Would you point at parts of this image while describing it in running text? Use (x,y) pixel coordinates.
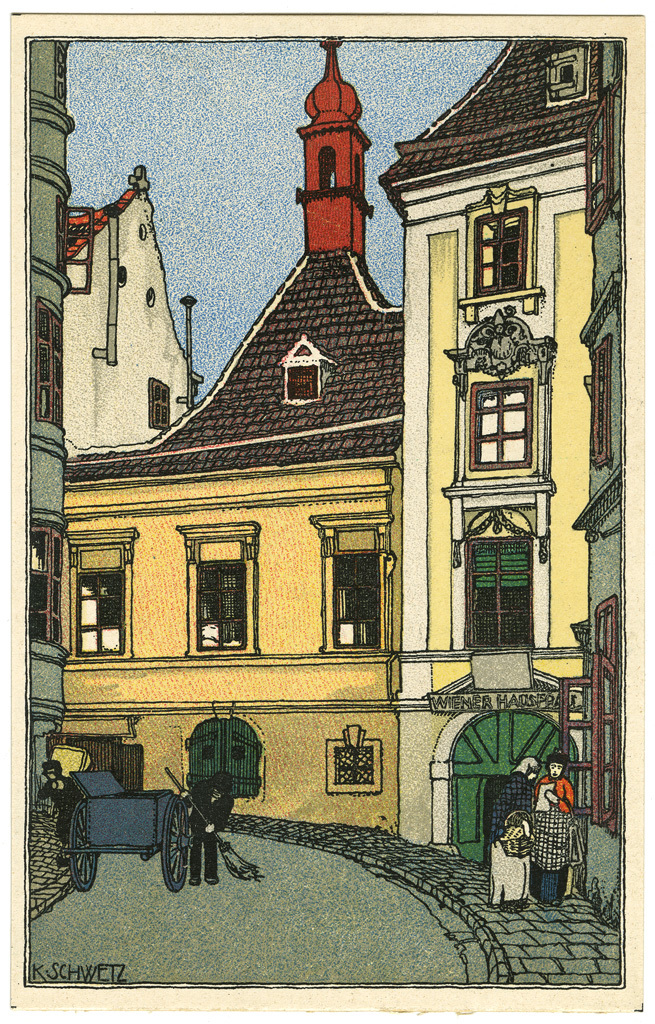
This image is a painting. In this image we can see buildings (239,383), road (191,900), persons (200,802) and sky (190,98).
